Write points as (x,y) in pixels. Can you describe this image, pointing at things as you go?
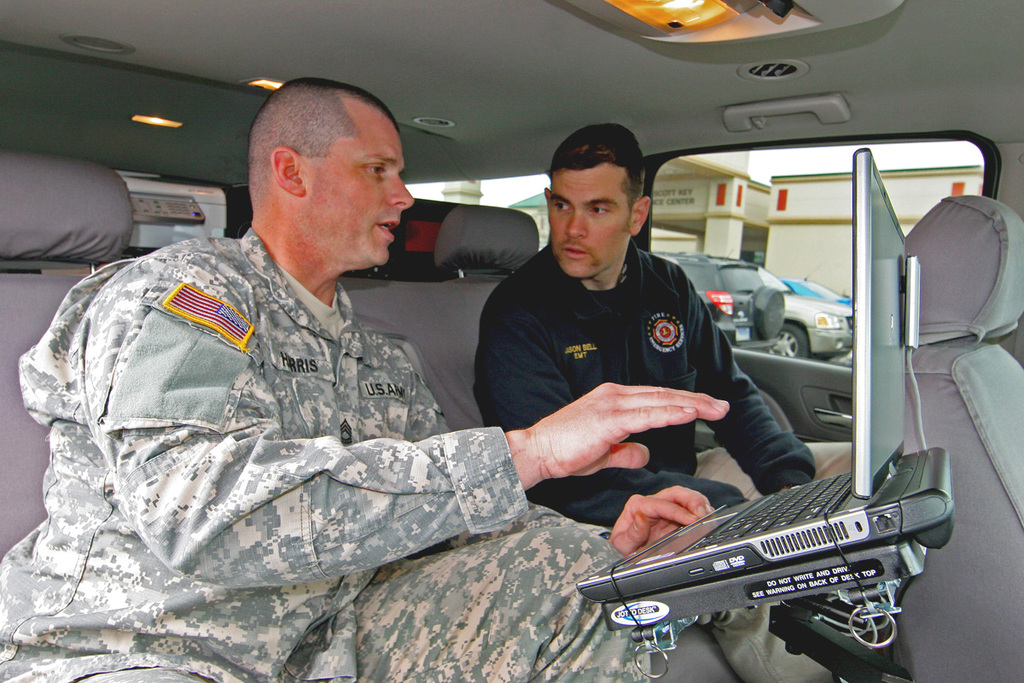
In this image we can see inside of a vehicle (444,259). There are two persons (429,505) sitting. In front of a person (438,524) there is a laptop (790,564) on a stand (807,618). On the top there are lights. Through the vehicle (532,50) we can see other vehicles (776,279). Also there is a building (676,187).
